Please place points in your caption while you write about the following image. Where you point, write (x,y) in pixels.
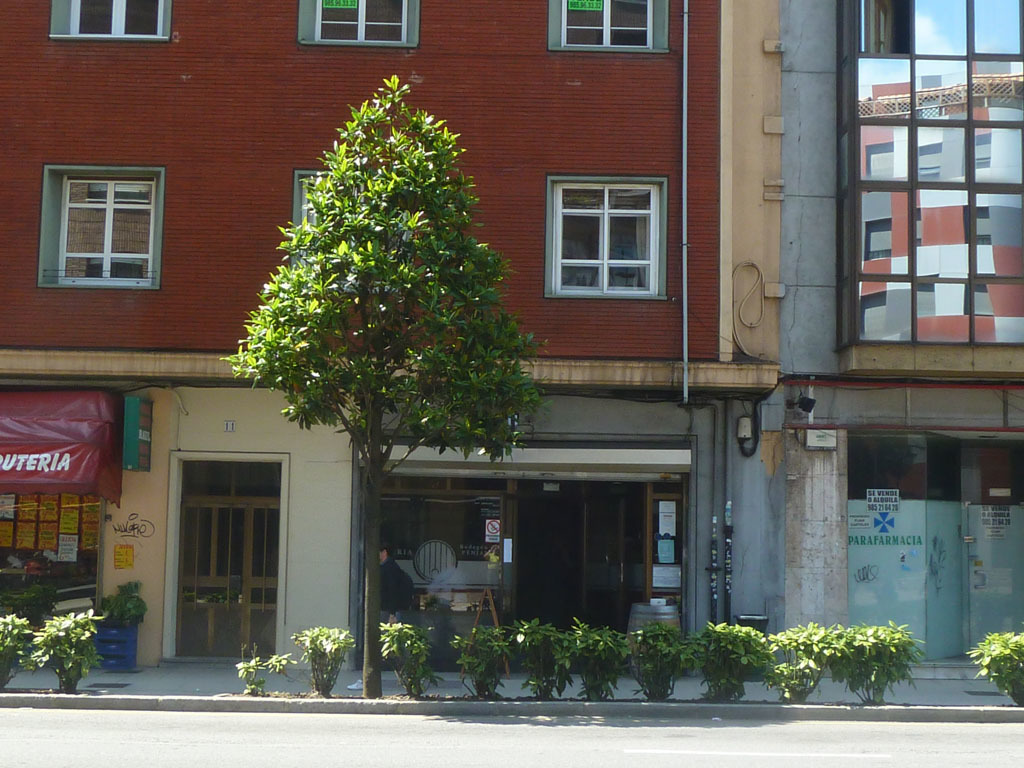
This picture is taken from outside of the building (709,598). In this image, in the middle (481,433), we can see some trees (391,119) and plants (1017,692). In the background (159,469), we can see building (570,450), glass window (859,215), glass doors (637,527). On the left side (42,423), we can also see a cover (87,407) on which some text (45,455) is written on it.
